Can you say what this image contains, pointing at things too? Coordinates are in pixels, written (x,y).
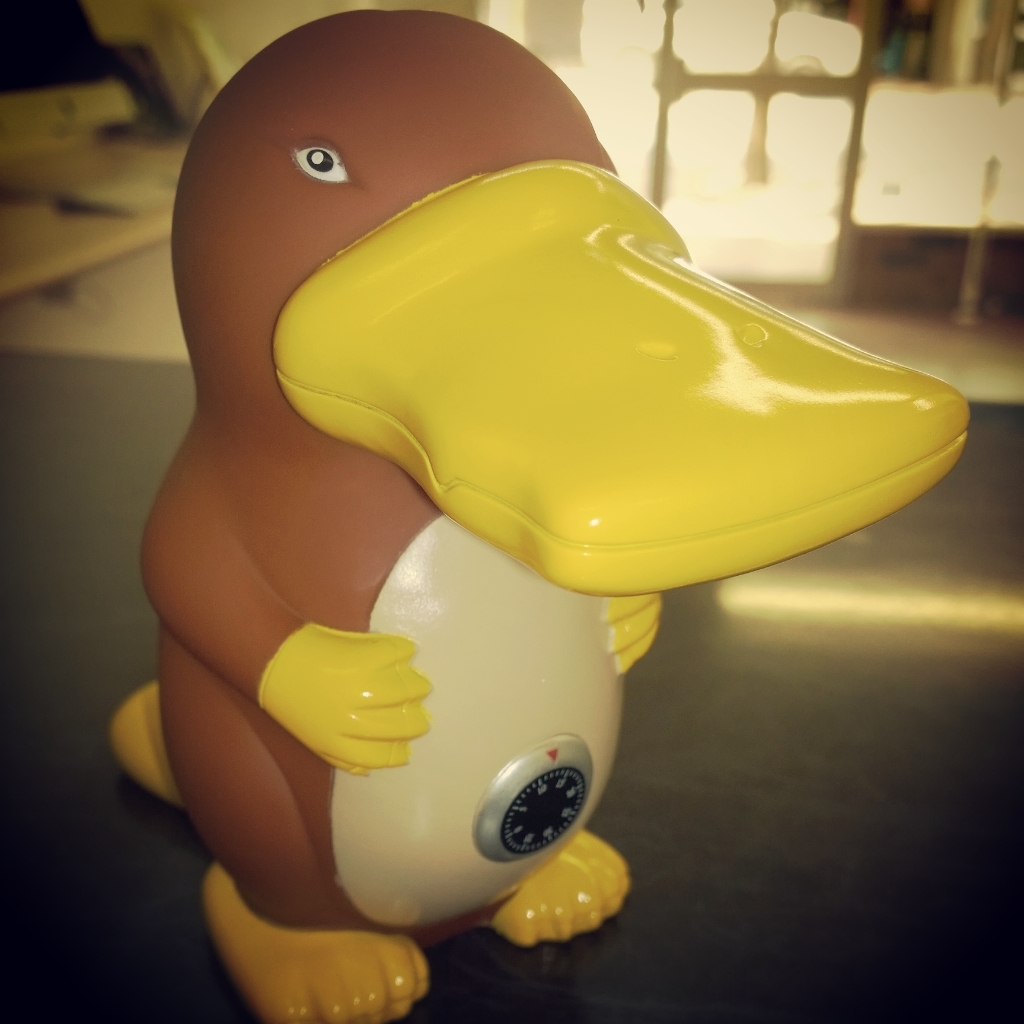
In the image in the center (533,667) we can see one toy (287,858), which is in yellow and brown color. In the background (982,184) there is a wall (337,5), door (810,97), table (582,996) and few other objects (49,154).
